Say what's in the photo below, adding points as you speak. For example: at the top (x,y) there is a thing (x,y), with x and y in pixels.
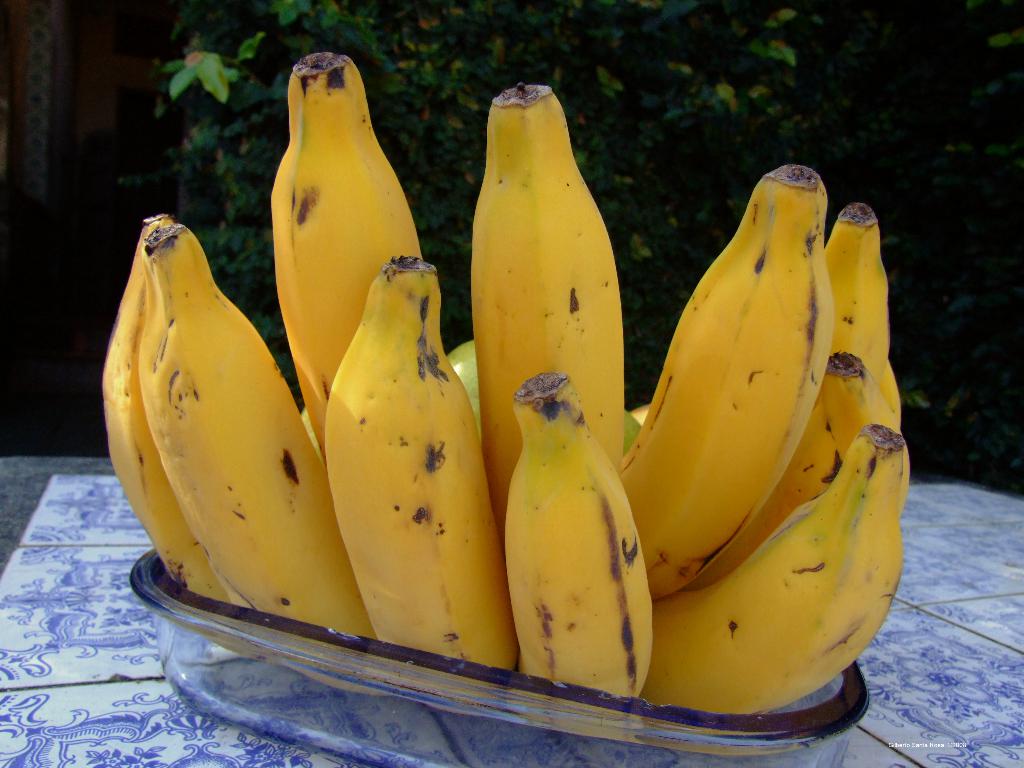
In this picture I can see cluster of bananas (549,574) in a glass bowl (375,693) on the tiles (84,552), and in the background (608,166) there are trees (661,166) and a watermark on the image.
